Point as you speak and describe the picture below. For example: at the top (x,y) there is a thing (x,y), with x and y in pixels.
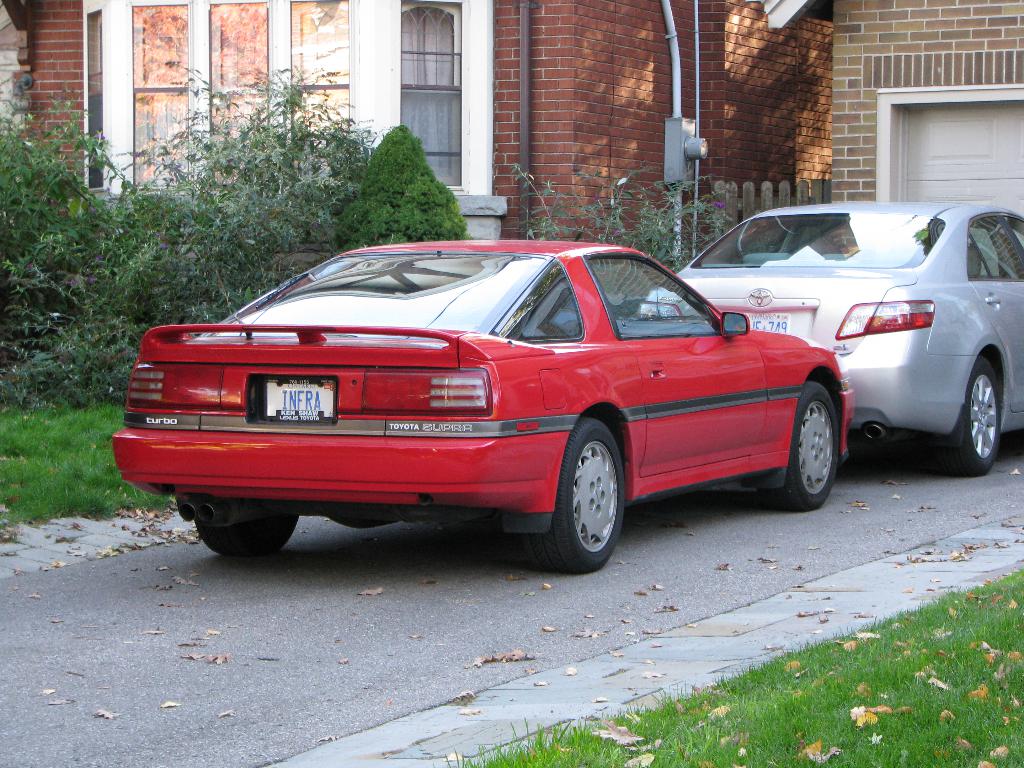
In this image I can see two cars (670,405) on the road (540,577). In the background (525,184) I can see a building (380,113), windows (450,104), pipes (523,141), plants (246,301), the grass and other objects (666,129).
